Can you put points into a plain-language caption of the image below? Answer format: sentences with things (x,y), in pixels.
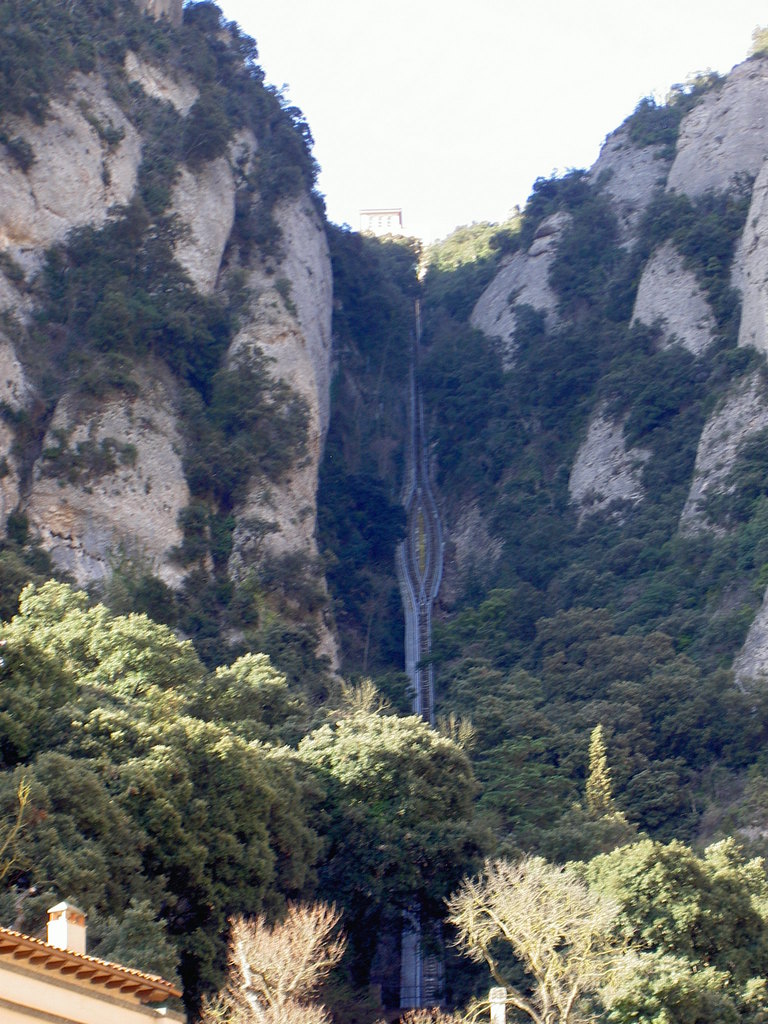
In the image there are two hills (124,489) and in between the hills (708,478) there are plenty of trees (662,910).
